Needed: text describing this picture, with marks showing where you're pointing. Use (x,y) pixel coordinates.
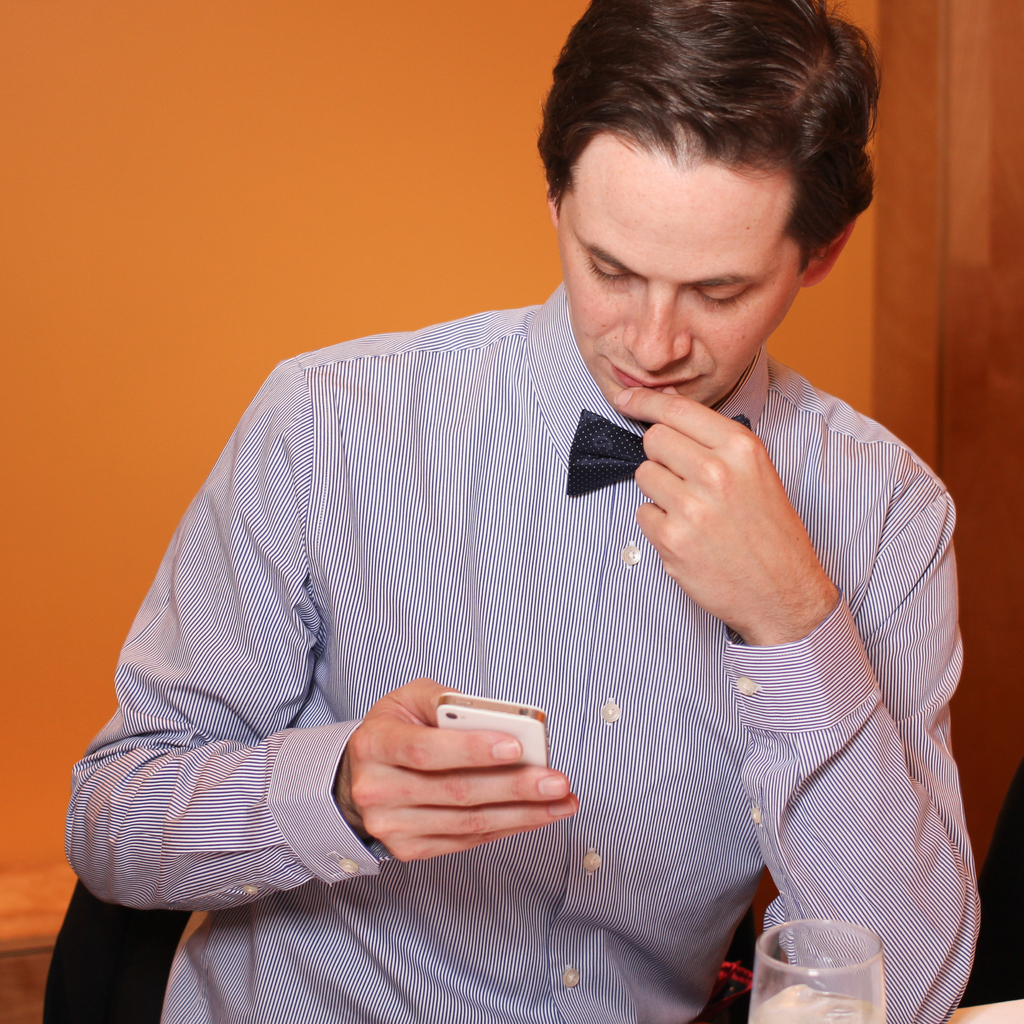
a person (546,820) is sitting on a chair (144,940), holding a phone (529,740). in front of him there is a glass (799,958).
